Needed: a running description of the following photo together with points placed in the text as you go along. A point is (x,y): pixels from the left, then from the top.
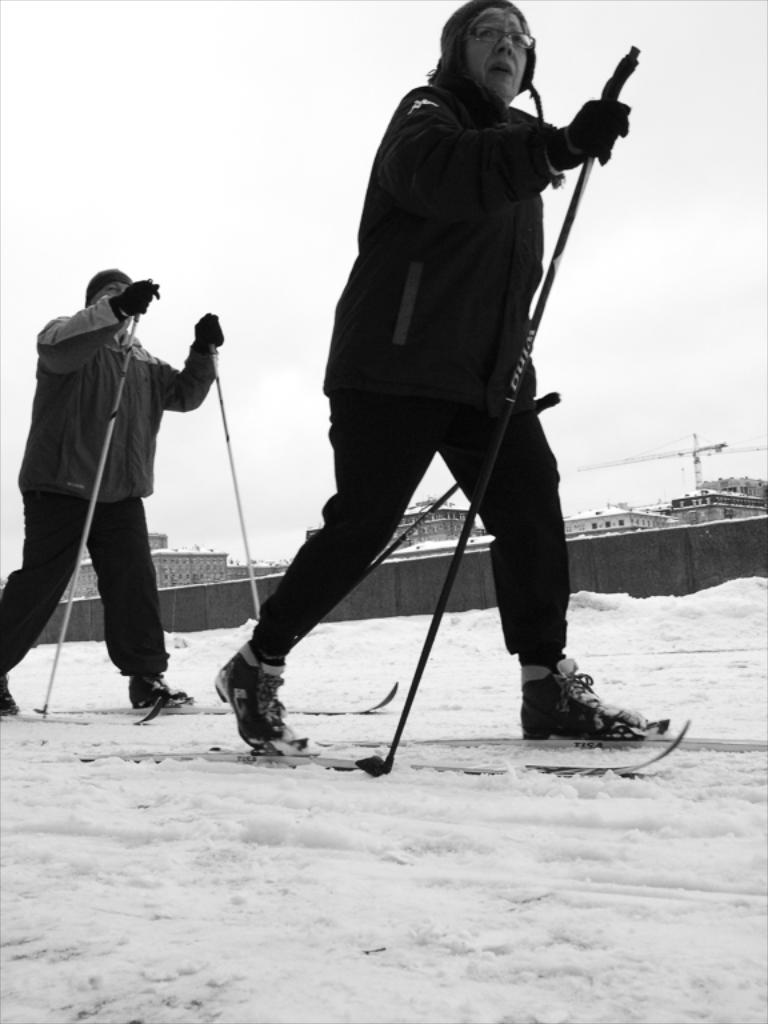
In the image we can see black and white picture of people (431,363) wearing clothes (199,379), gloves (138,305), cap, shoes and they are riding on the snow (340,701) with the help of snow skiing. Here we can see the wall (644,553), crane (698,456), buildings (570,531) and the sky (610,307).
